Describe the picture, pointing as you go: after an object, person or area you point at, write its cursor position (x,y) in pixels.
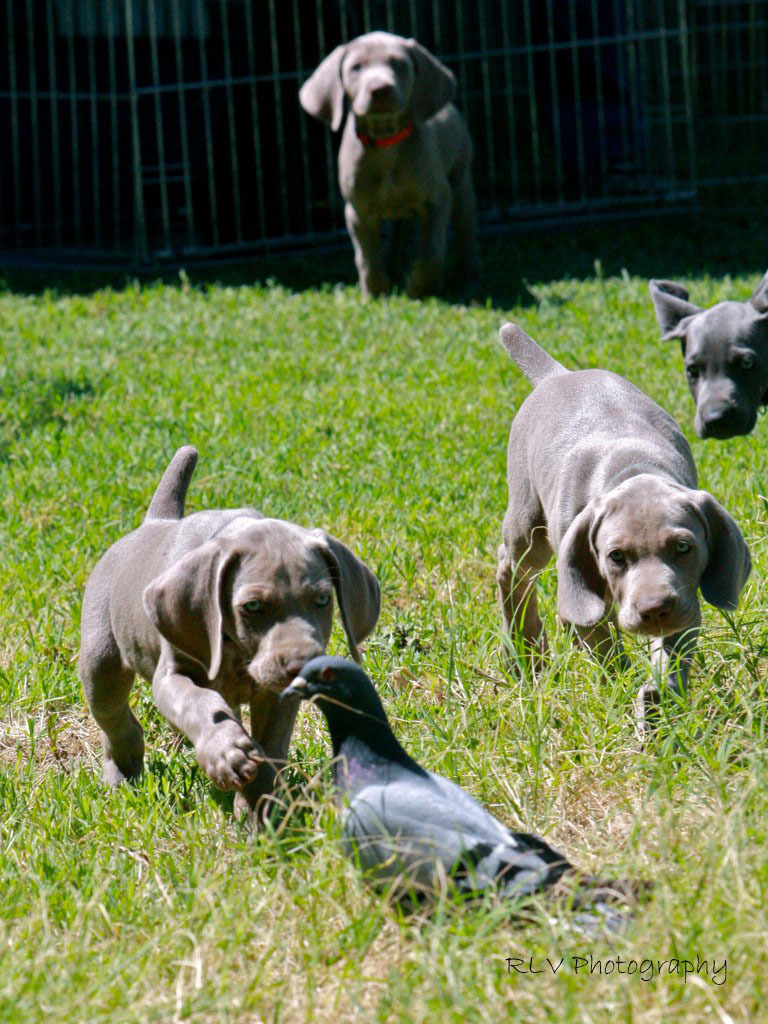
In this picture I can observe four puppies (594,437) and a pigeon (464,884) on the ground (368,417). I can observe some grass (251,398) on the ground (255,359) in this picture.
